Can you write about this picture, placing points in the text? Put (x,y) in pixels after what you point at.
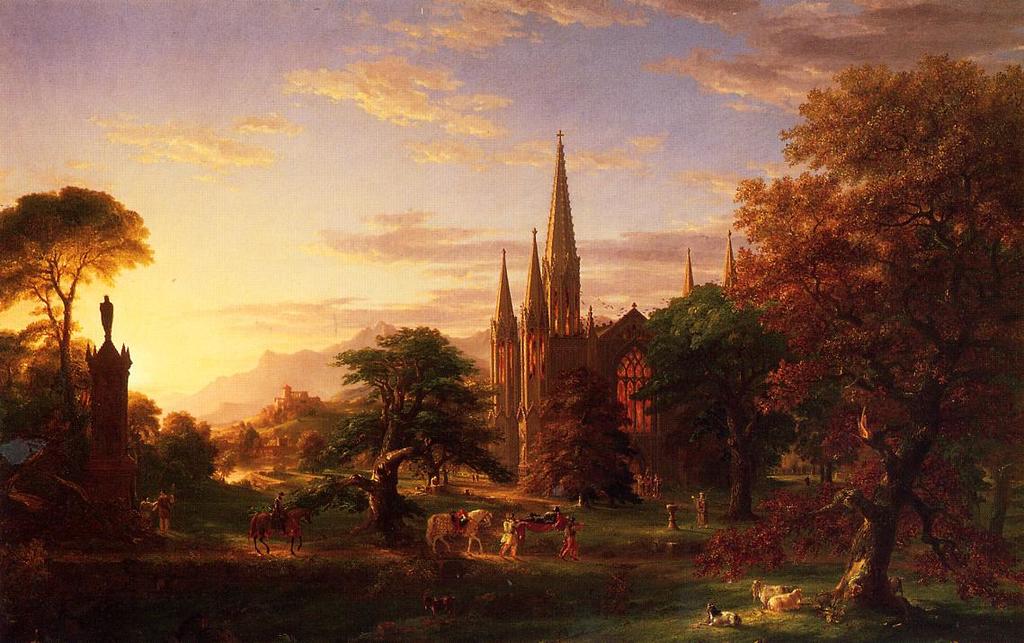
In this image I can see animals (451,528), people (277,508), castles (641,374), trees (2,266), mountains (459,343), grass (556,587) and cloudy sky (602,165).
